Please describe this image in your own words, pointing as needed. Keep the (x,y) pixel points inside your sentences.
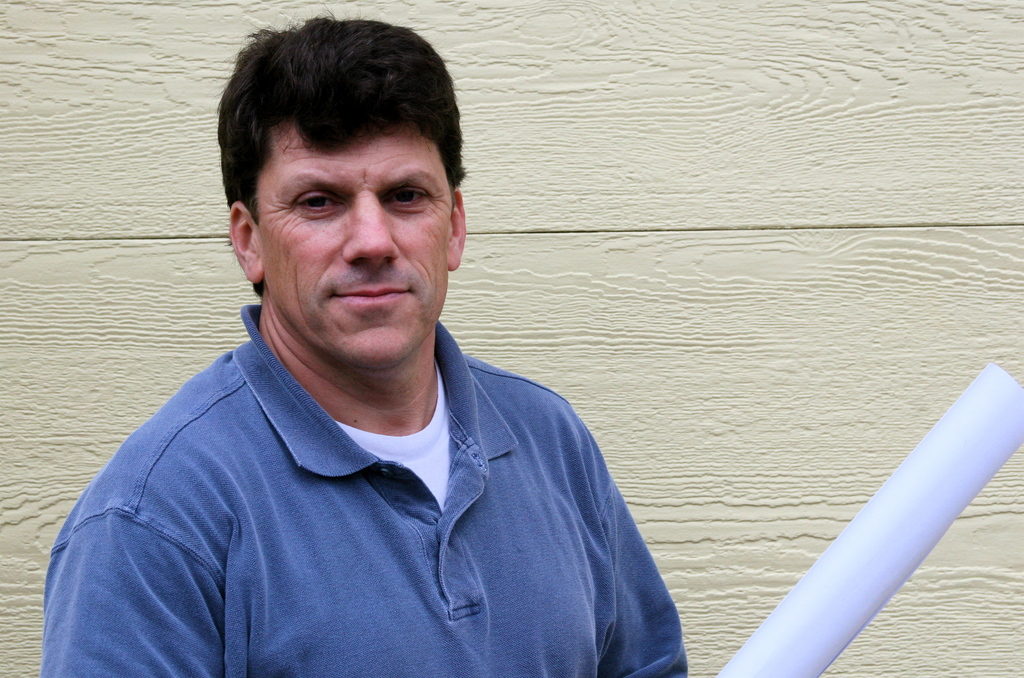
In this picture we can see an object (992,382) and a man (450,410) smiling and in the background (612,260) we can see the wall (786,272).
